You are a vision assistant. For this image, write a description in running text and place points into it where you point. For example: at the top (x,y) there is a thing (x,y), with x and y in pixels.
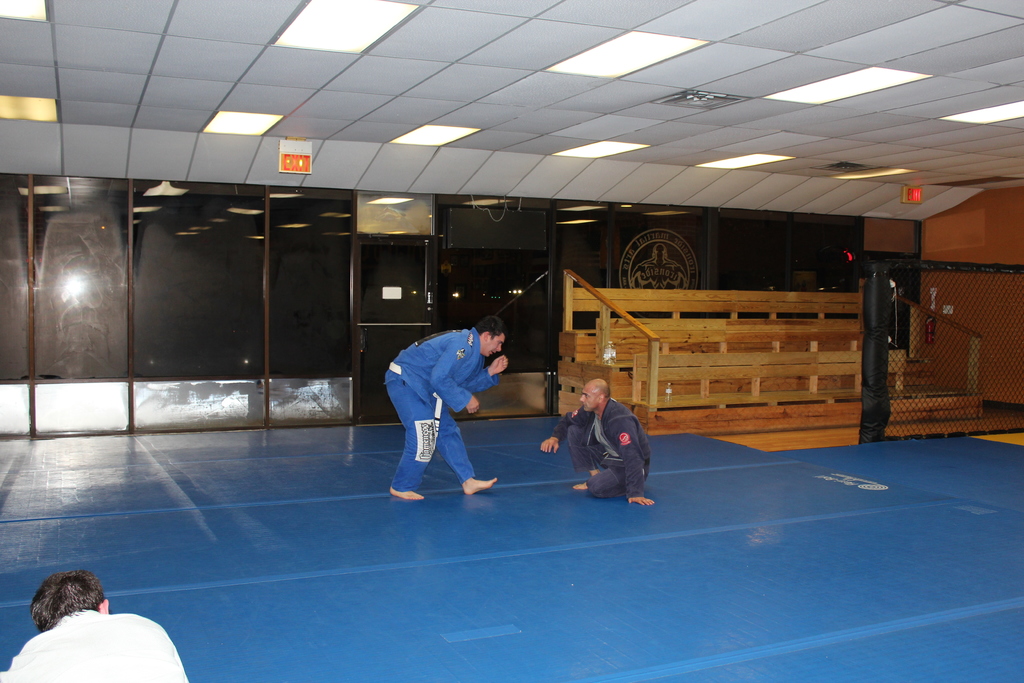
In this image a person (437,375) is standing on the floor (488,563). Before him there is a person (583,449). Right side (925,319) there is a fence (895,308). Behind there are few benches (684,381). Background (662,261) there is a wall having a painting (672,269) of an image. Left bottom there is a person (156,649). Top of the image (54,107) there are few lights (40,103) attached to the roof (438,103).
